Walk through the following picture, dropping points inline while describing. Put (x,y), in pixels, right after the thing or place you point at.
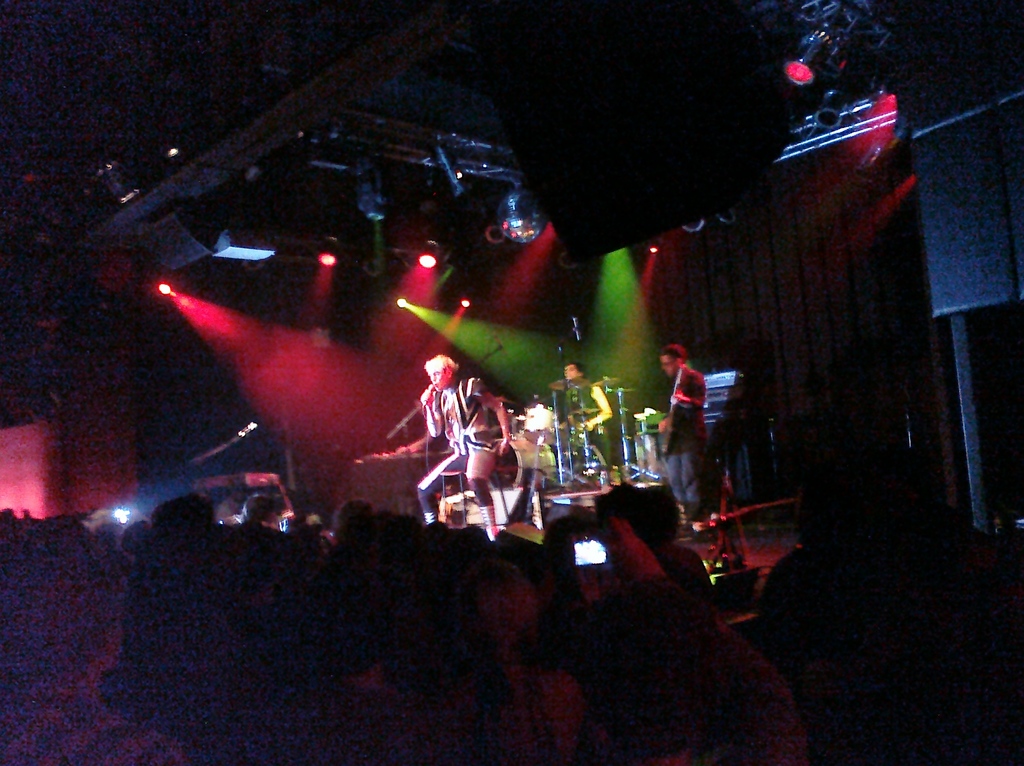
There is one person (467,430) standing on the stage (577,493) and holding a microphone (433,388) in the middle of this image (474,445). There are two persons (599,414) standing on the backside (602,427) to this person (490,429) are playing drums (539,446) and guitar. There is a crowd (148,655) at the bottom of this image (511,620) and there is a wall (665,339) in the background (622,320). We can see there are some lights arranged at the top of this image (459,168).
